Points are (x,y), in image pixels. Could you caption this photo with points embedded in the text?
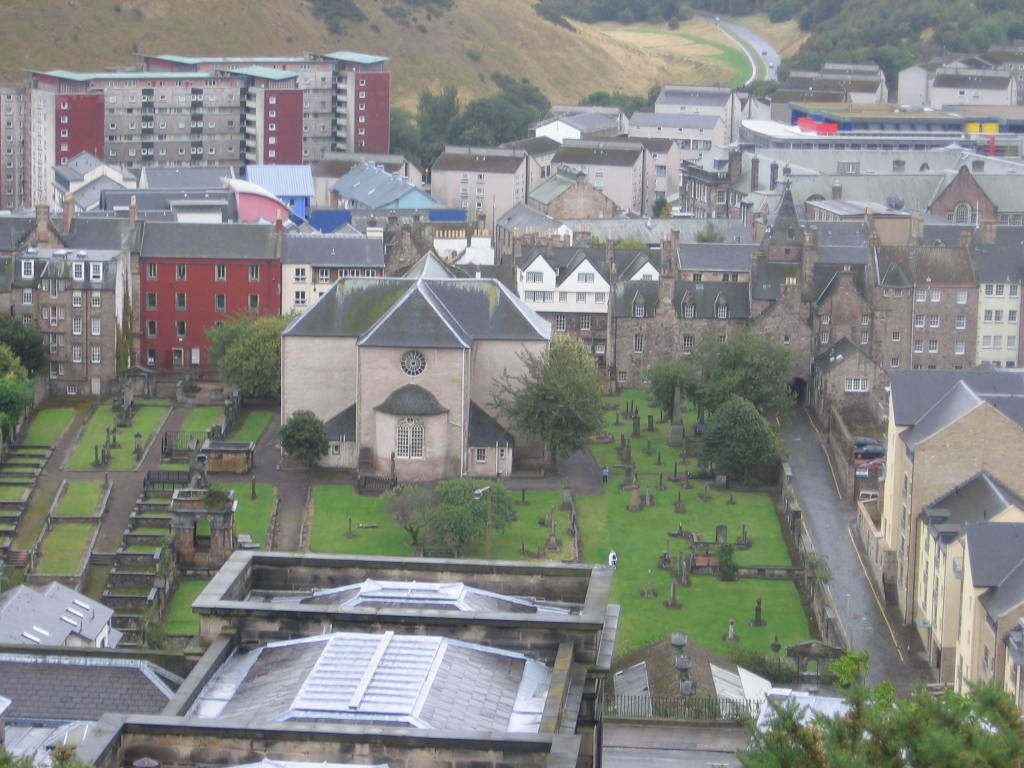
In this image I can see many buildings (478,268). I can also see the ground (543,513), many trees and the road (804,488) in-between the buildings (451,272). In the background (384,39) there are mountains (388,50) and few more trees (654,7).
